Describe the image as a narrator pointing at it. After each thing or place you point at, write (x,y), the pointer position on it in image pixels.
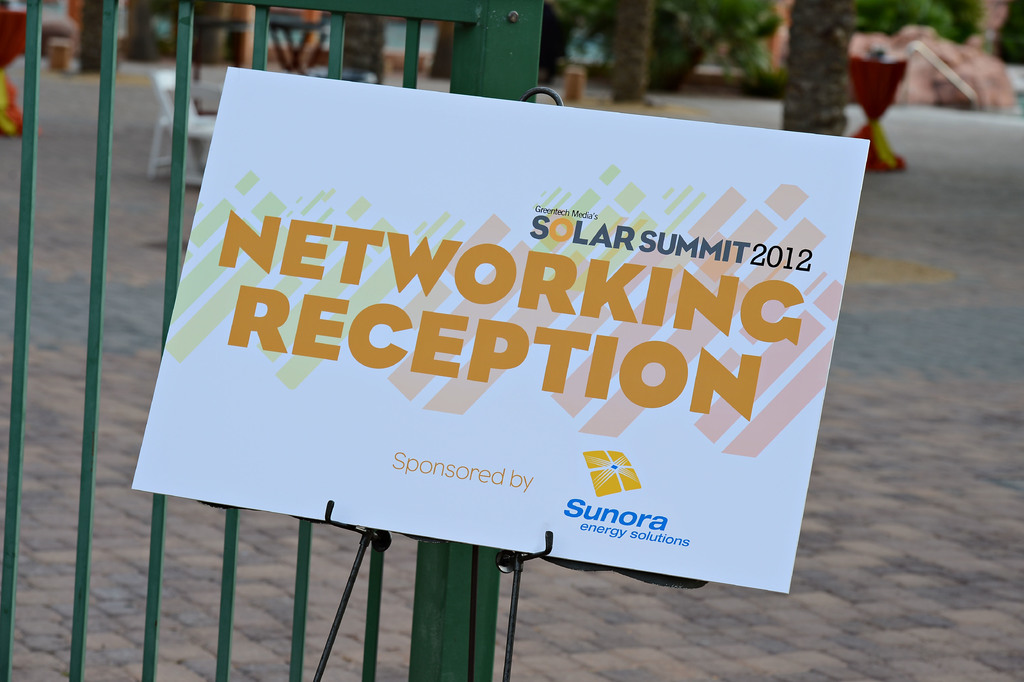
In this image in front (484,471) there is a gate (187,109) with the board (466,428) attached to it. In the background (794,10) there are trees (627,53), chairs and a few other objects (9,32). At the bottom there is a road (768,120).
